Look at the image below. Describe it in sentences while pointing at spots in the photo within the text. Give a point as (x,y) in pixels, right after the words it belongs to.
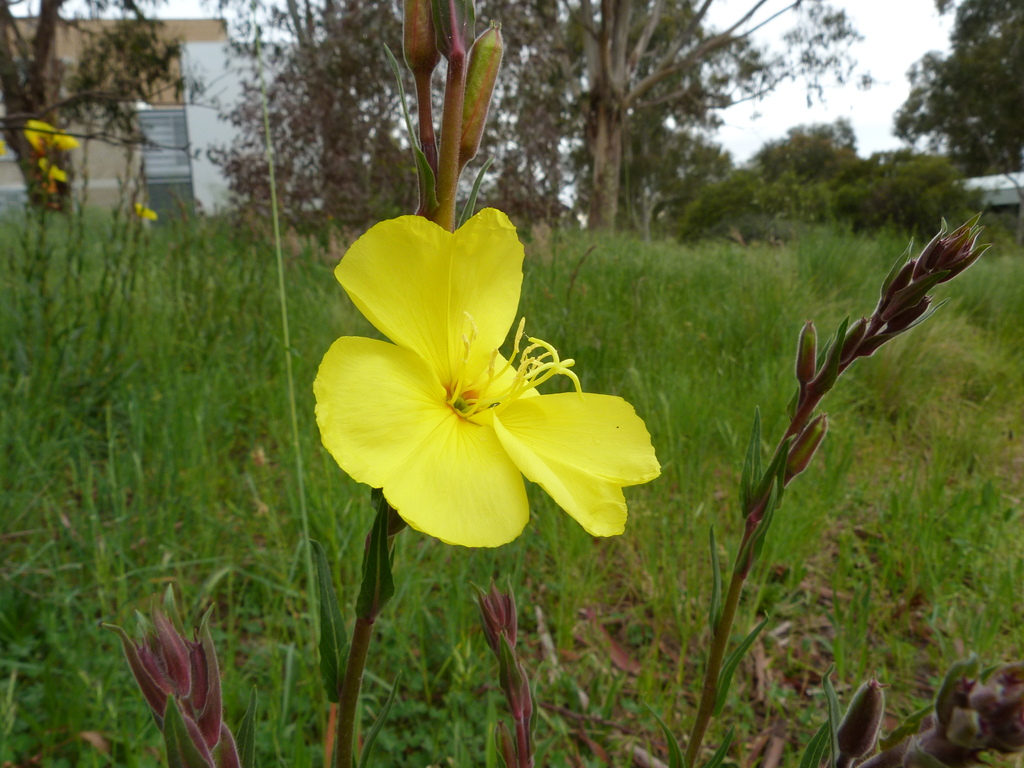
In the foreground of the picture (363,389) I can see the yellow color flower (426,273). In the background (633,218), I can see the green grass (515,329), trees (607,129) and a house (74,55).
